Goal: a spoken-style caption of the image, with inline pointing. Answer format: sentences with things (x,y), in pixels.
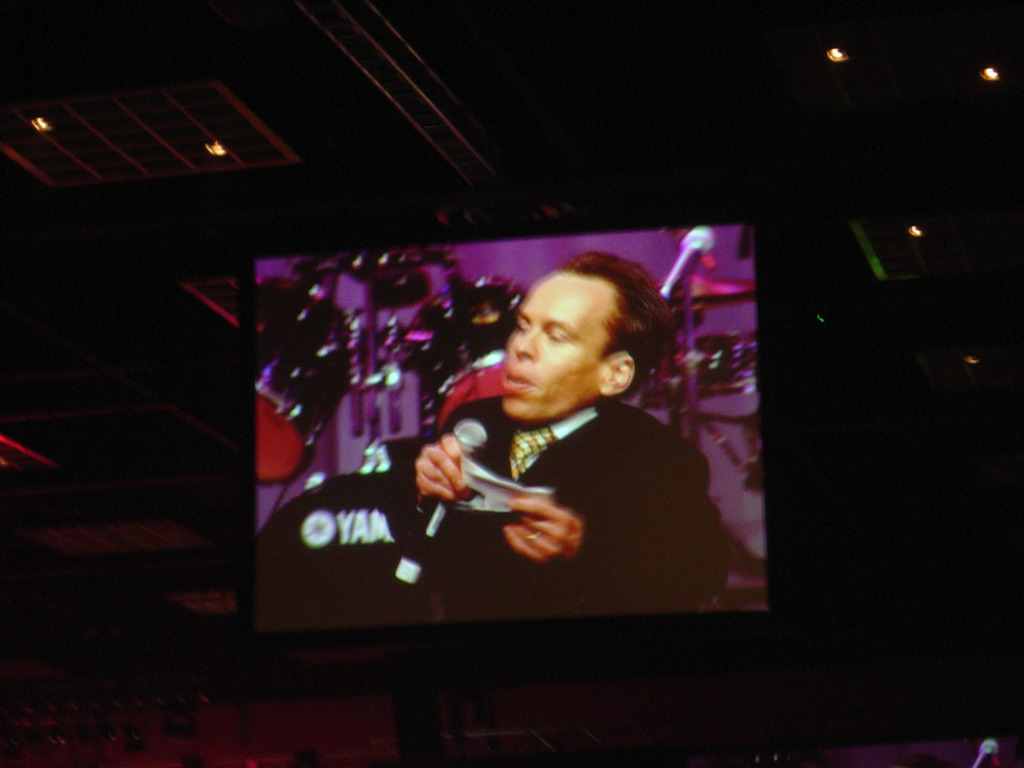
In this image I can see the projected screen (557,447). At the top (43,118) I can see the lights (842,54).
